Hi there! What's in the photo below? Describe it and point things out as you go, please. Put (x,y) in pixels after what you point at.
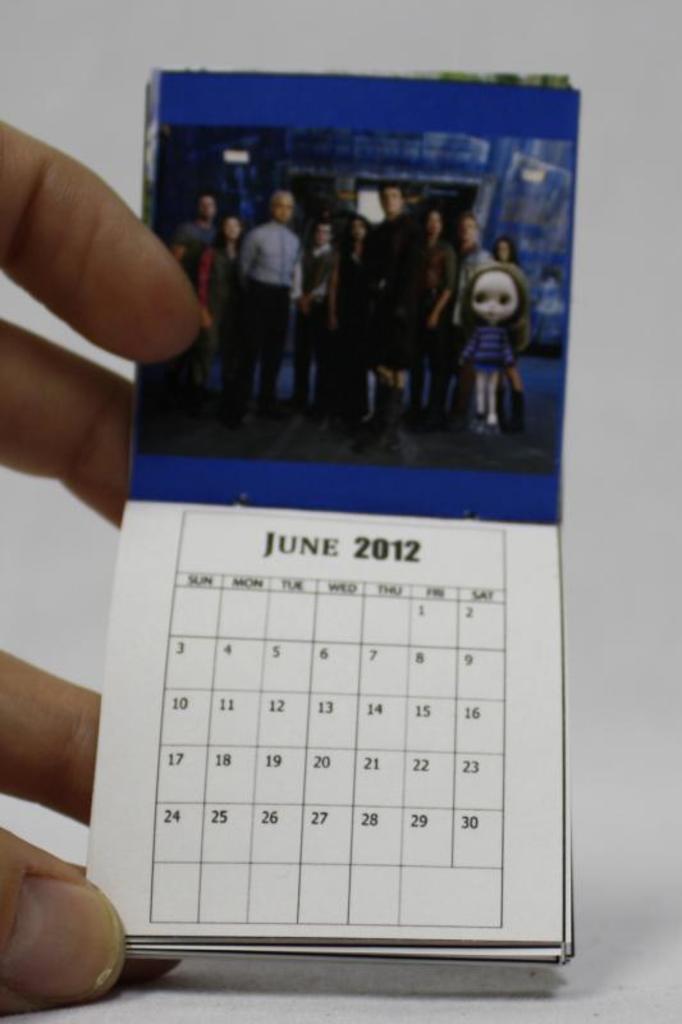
Here people (382,343) are standing, this are papers (442,759), this is human hand (48,443).
